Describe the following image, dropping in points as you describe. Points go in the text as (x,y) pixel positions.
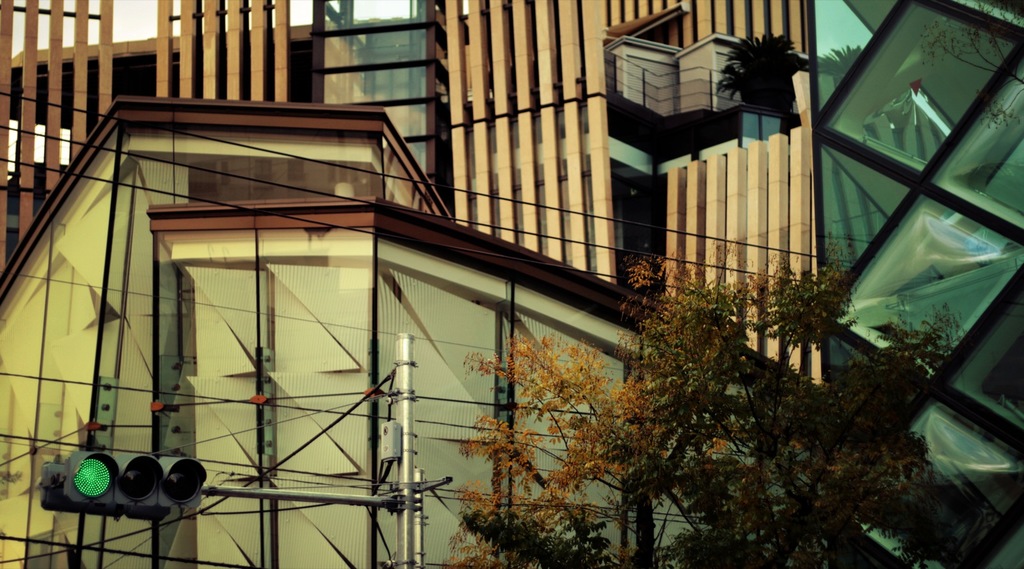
In this image in the front (692,411) there is a tree (615,460) and there is a pole (384,503) and there are signal lights (141,501) in which there is a green light (101,490) which is reflecting. In the background (450,149) there are buildings (739,140) and there is a plant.
